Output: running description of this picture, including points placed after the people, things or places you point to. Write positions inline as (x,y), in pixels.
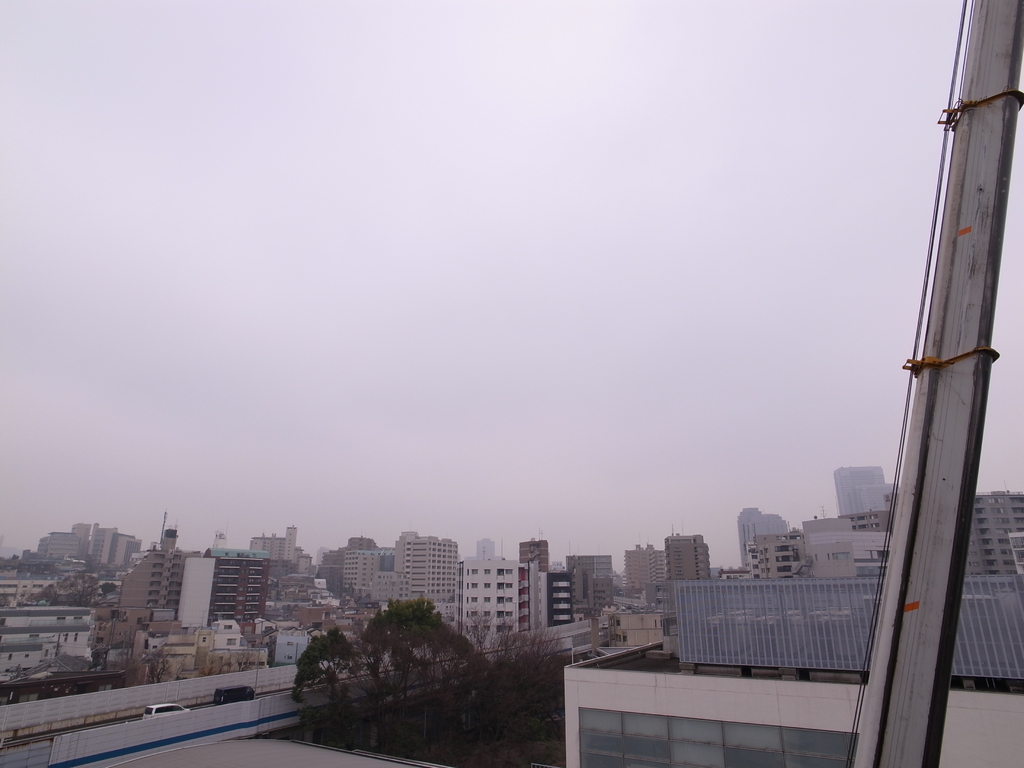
In the image we can see some buildings (964,697) and trees (463,723) and vehicles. At the top of the image (845,126) there are some clouds (87,182) and sky (67,469).
